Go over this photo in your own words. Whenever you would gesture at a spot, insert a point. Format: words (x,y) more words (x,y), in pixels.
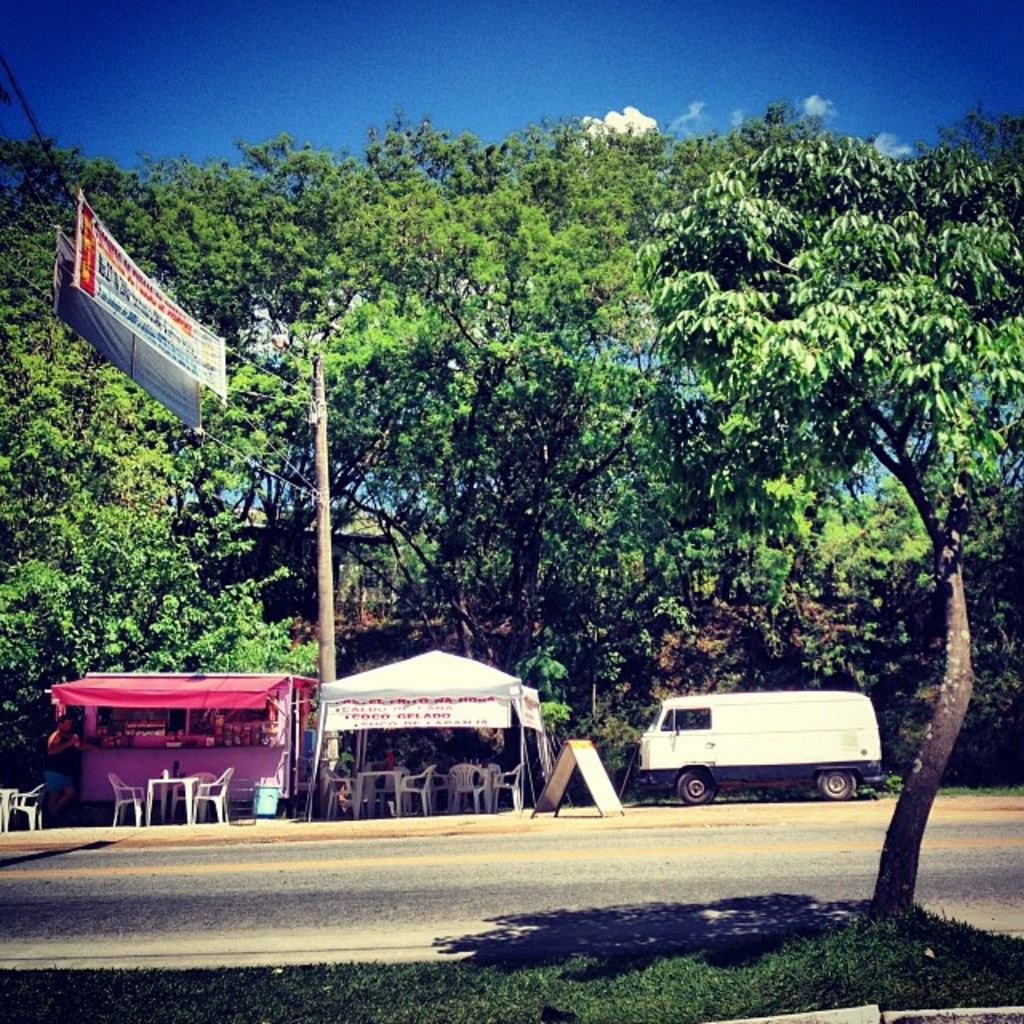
In the picture we can see a part of the road (790,839) and near it, we can see a tree (946,703) on the grass surface (940,963) and on the opposite side, we can see two stalls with tables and chairs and beside it, we can see a van (848,738) which is white in color and behind it we can see some trees (744,578) and on the top of it we can see the sky (37,31).
